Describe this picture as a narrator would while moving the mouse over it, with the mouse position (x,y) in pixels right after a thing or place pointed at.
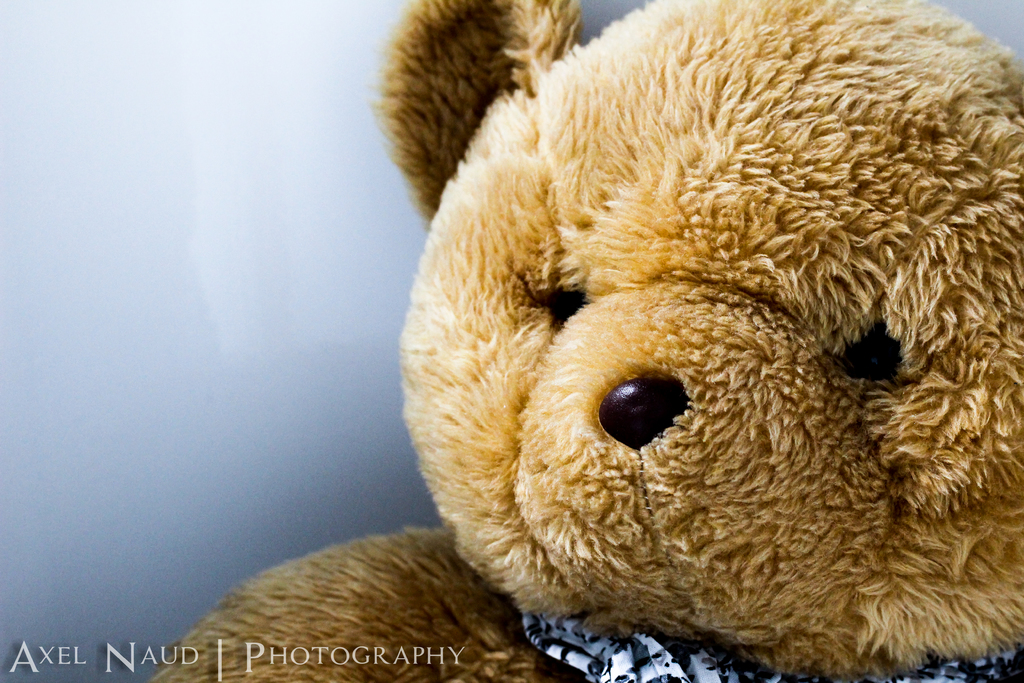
In this image I can see a teddy bear (609,436), text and ash color background (360,344). This image is taken may be in a studio.
